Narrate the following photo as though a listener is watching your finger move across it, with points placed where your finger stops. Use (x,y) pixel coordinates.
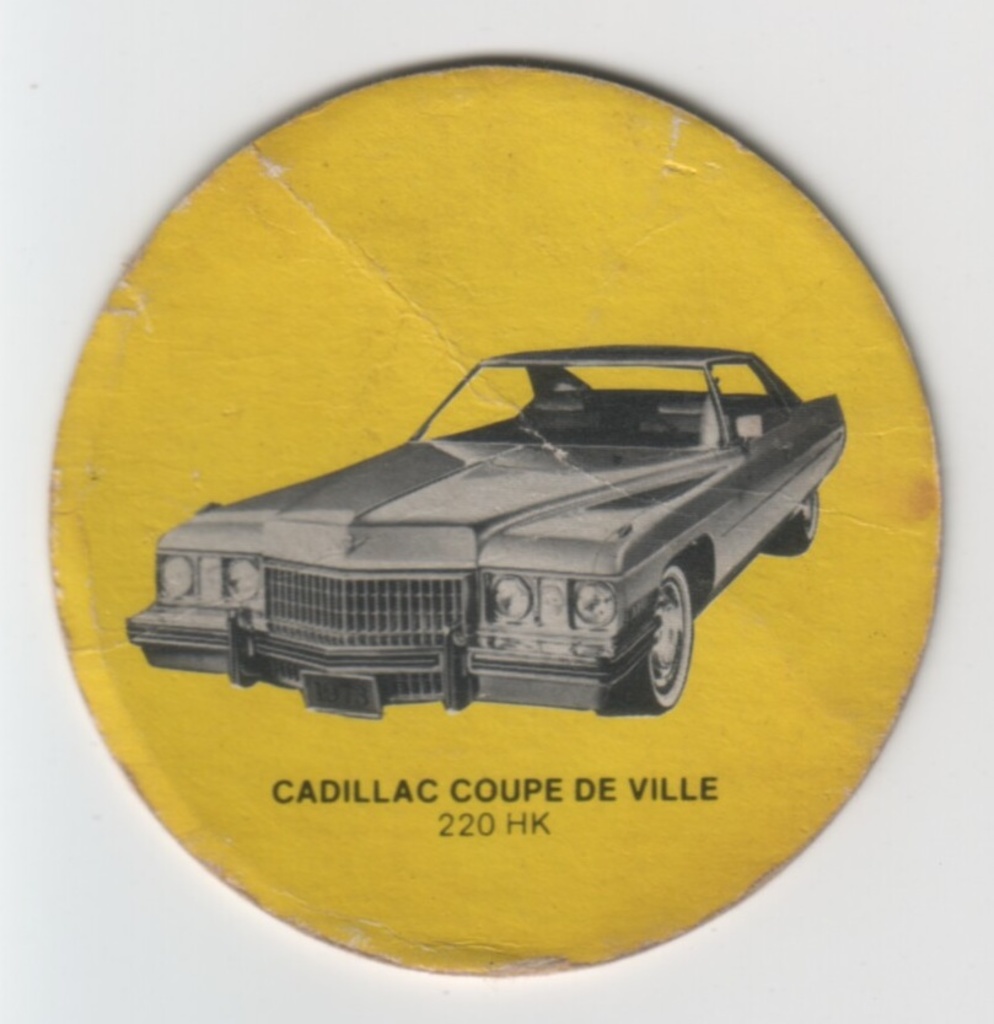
In this image there is a yellow color circular board (356,344), there is a car (547,585) on the board (550,317), there is text (481,787) on the board (534,758), at the background (877,93) image there is the wall (834,908).
